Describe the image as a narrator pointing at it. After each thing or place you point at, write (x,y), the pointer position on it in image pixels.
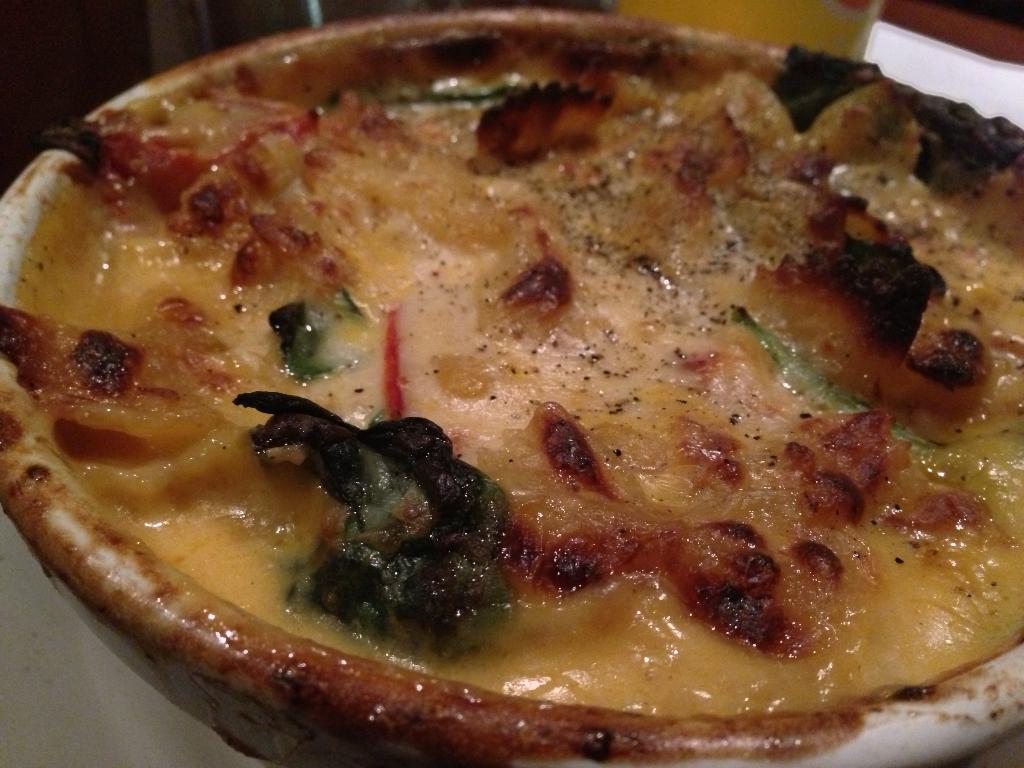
Here we can see a food item (205,277) in a bowl (387,760) on a plate (124,759). In the background (732,26) we can see an object (828,47).
